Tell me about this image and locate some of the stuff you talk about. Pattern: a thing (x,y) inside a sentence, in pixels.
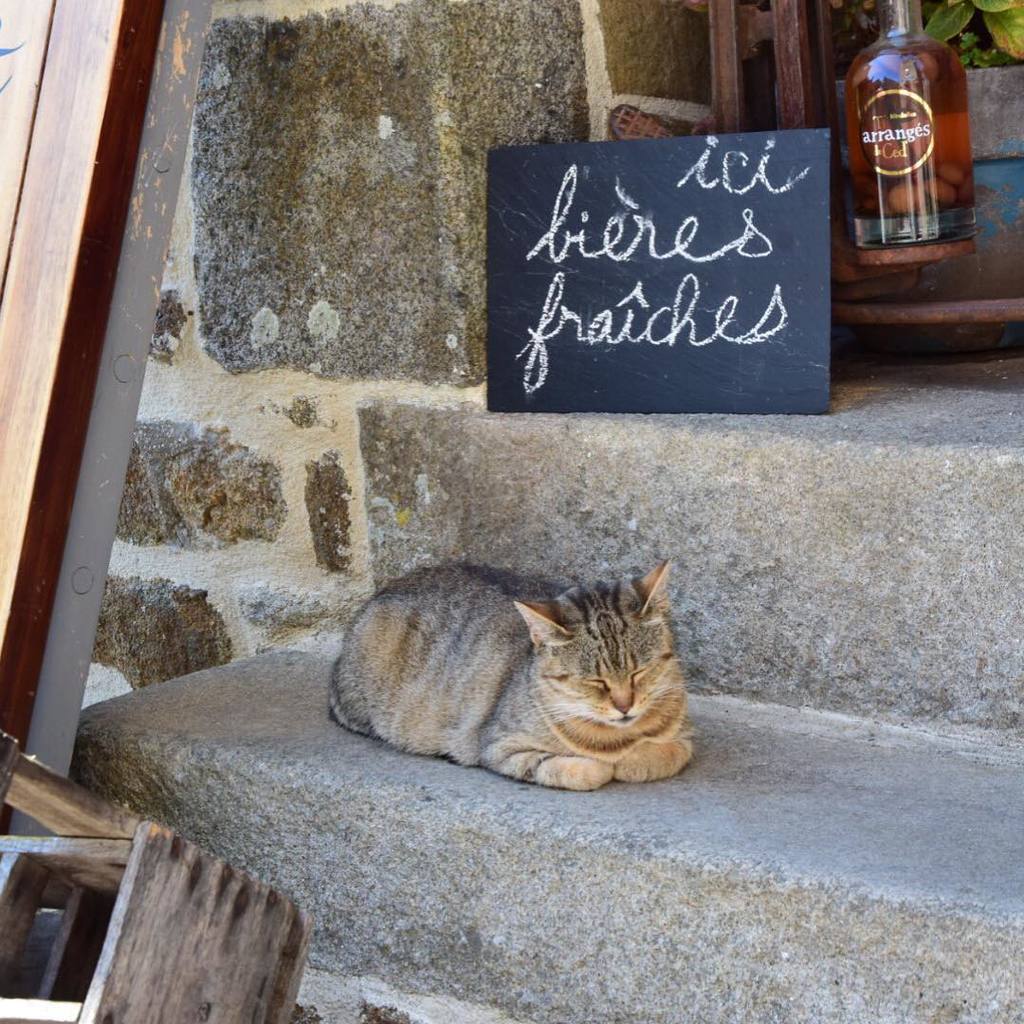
This image consists of a cat (544,645) sleeping on the steps (634,833). Above which there is a board (617,294) and a bottle (886,174). To the left (46,825), there is a wooden crate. In the background (327,309), there is a wall (311,298) made up of rocks (355,171).
